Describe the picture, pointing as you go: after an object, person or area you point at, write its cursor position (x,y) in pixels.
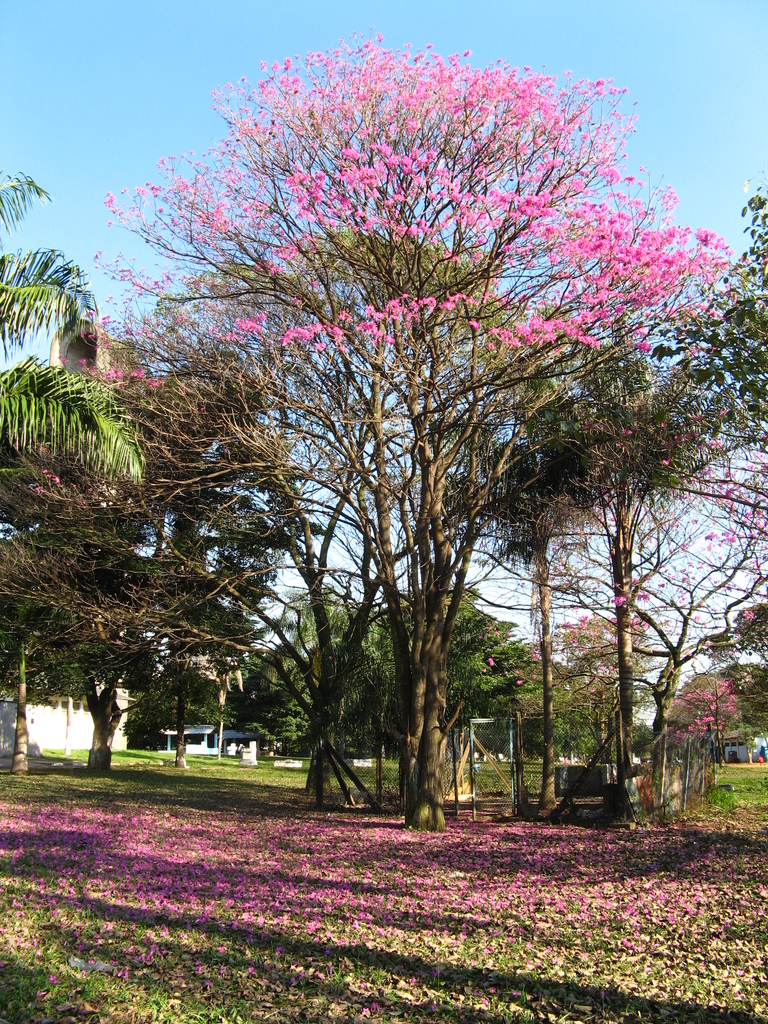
In this image there is a tree (383,414) having flowers (467,213). There are trees (268,657) on the grassland (282,809) having flowers (404,912) and dried leaves (736,980). Background (89,737) there are buildings (214,738). Top of the image (478,44) there is sky (689,137).
